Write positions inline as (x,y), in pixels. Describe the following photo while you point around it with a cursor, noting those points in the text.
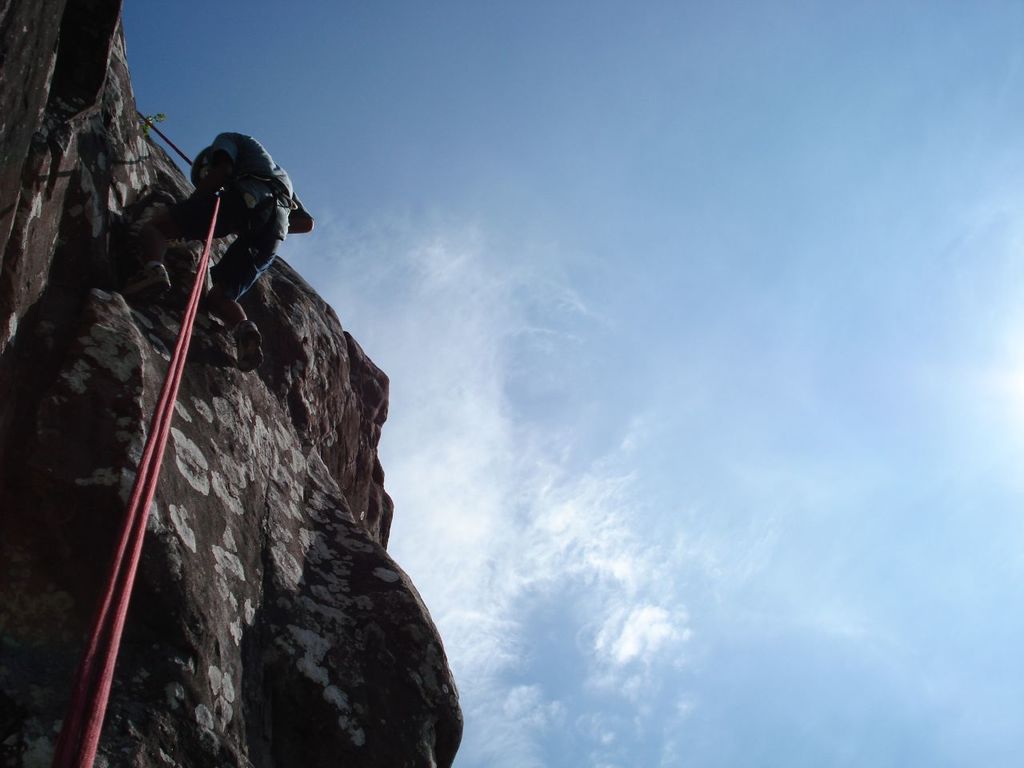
In this image I can see the person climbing the rock (76,432) and the person (149,267) is holding a rope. The rope (174,378) is in red color, background (345,243) the sky (552,258) is in blue and white color.
